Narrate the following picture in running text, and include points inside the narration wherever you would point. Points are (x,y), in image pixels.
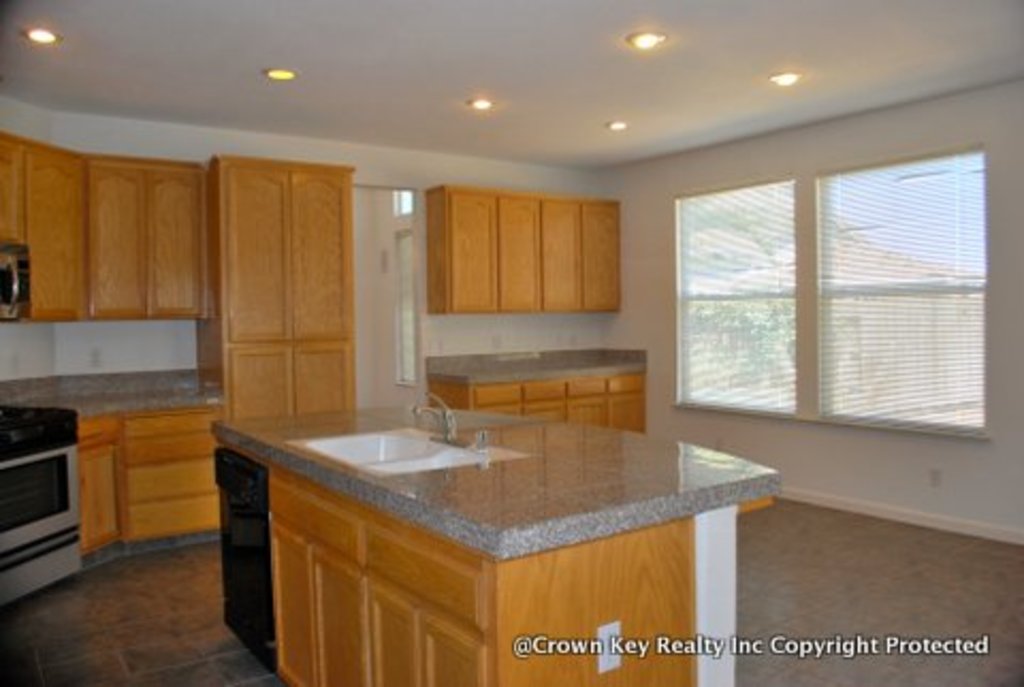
In this picture we can see a room (320,313) with cupboards (350,311), sink (419,435), tap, floor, lights (656,40) to roof (741,111), window (917,227).
